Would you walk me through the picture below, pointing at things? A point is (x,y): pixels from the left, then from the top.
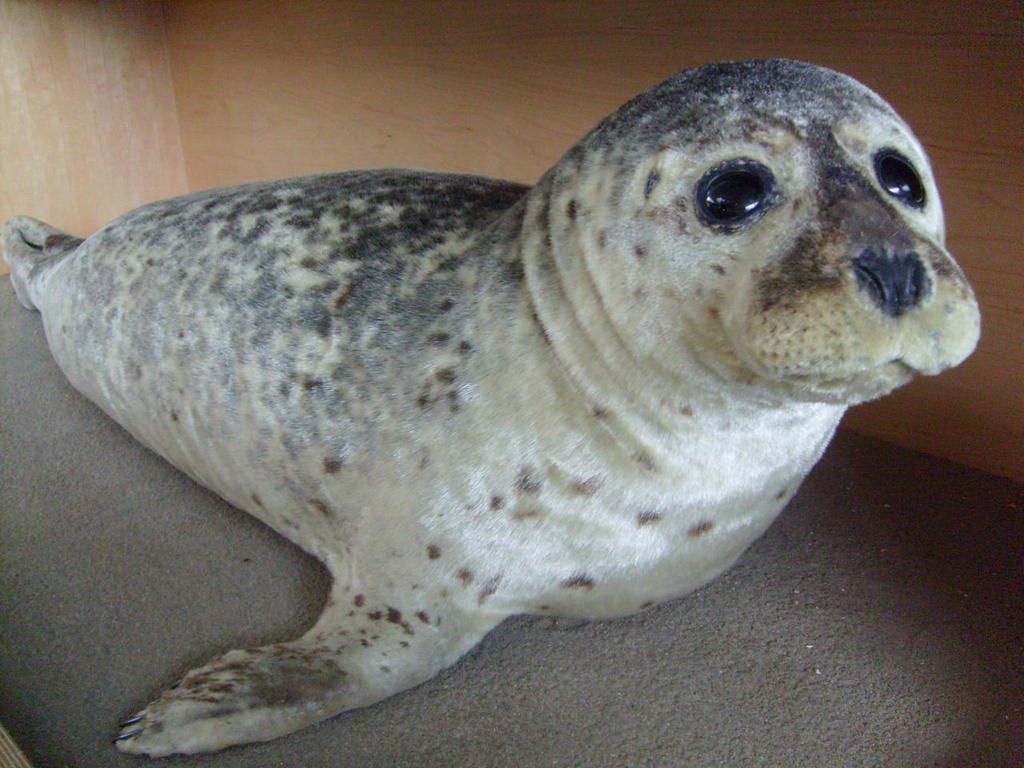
In this image, I can see a harbor seal (547,504). In the background (296,128), that looks like a wooden wall (540,62).
